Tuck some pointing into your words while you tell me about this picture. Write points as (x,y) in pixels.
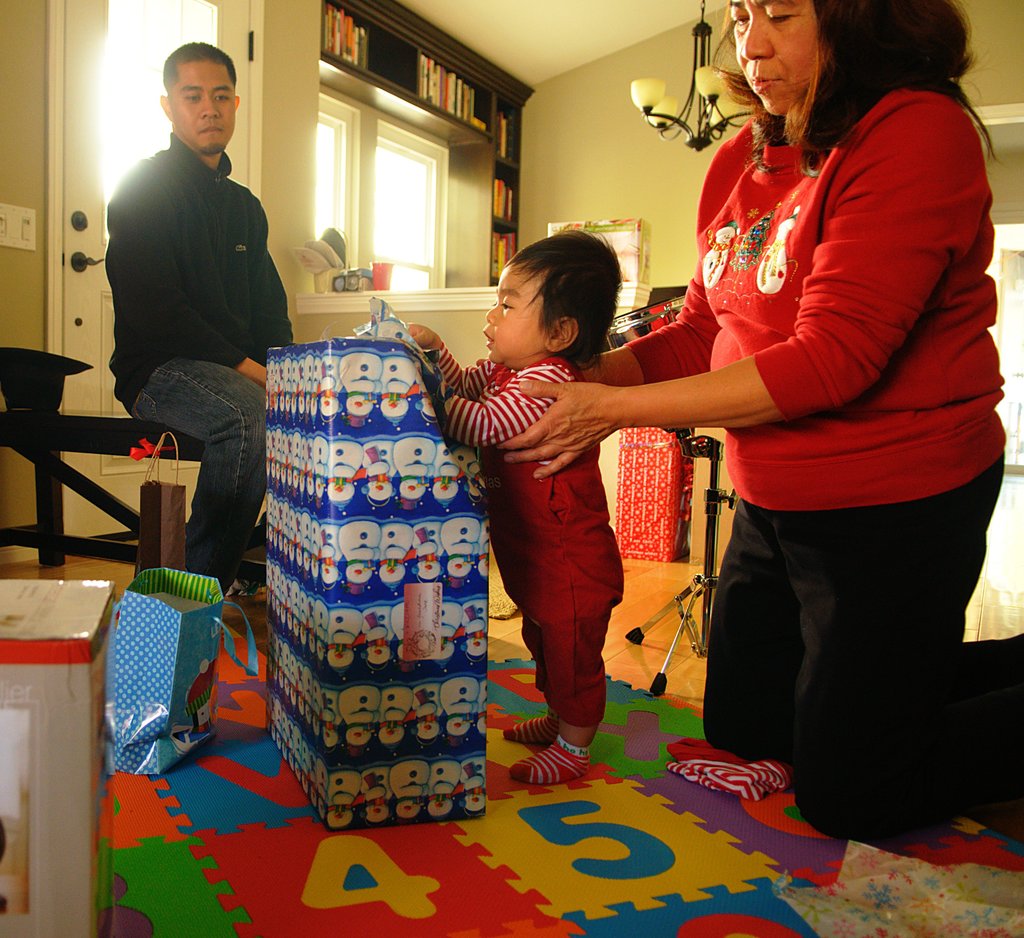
In this picture there is a kid (551,518) standing in front of a gift wrapped box (429,502) and there is a woman (762,448) holding the kid (539,527) from his back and there is a person (233,293) sitting on a bench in the left corner (182,317) and there is a door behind him and there is a bookshelf (474,148) and some other objects (425,185) in the background (511,159).
